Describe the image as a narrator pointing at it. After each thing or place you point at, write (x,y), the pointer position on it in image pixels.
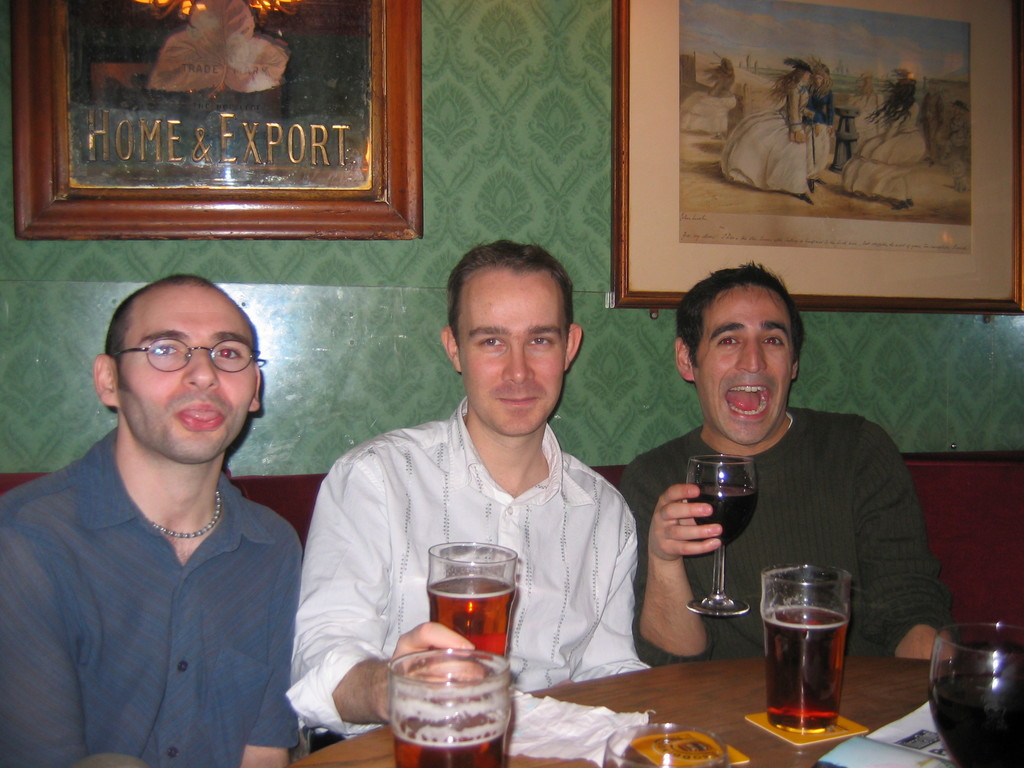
Persons (515,470) are sitting on the sofa (968,523) and on the table (679,671) we have glass (825,671), paper (903,738), drink (808,677) and on the wall (513,171) we have photo frames (272,165).
